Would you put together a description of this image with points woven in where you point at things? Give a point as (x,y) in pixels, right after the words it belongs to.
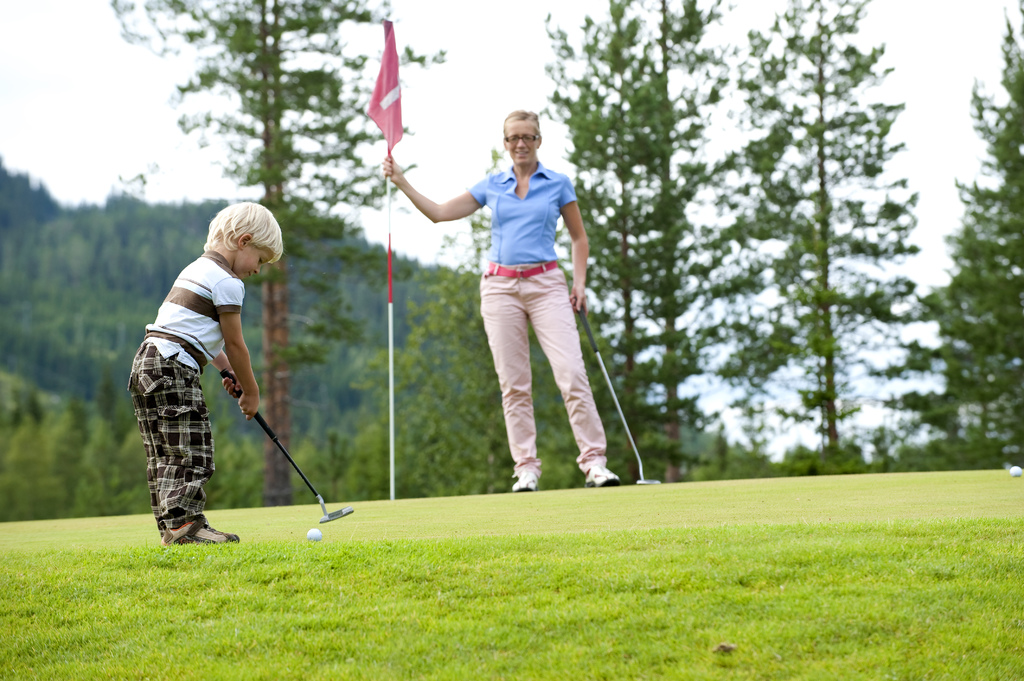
In this image I can see two persons (229,266). In front (158,337) the person (202,270) is wearing brown and black color dress (157,355) and holding the golf stick (321,492) and I can also see the ball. In the background (317,477) I can see the flag (391,147), few trees (380,140) in green color and the sky (465,75) is in white color.
